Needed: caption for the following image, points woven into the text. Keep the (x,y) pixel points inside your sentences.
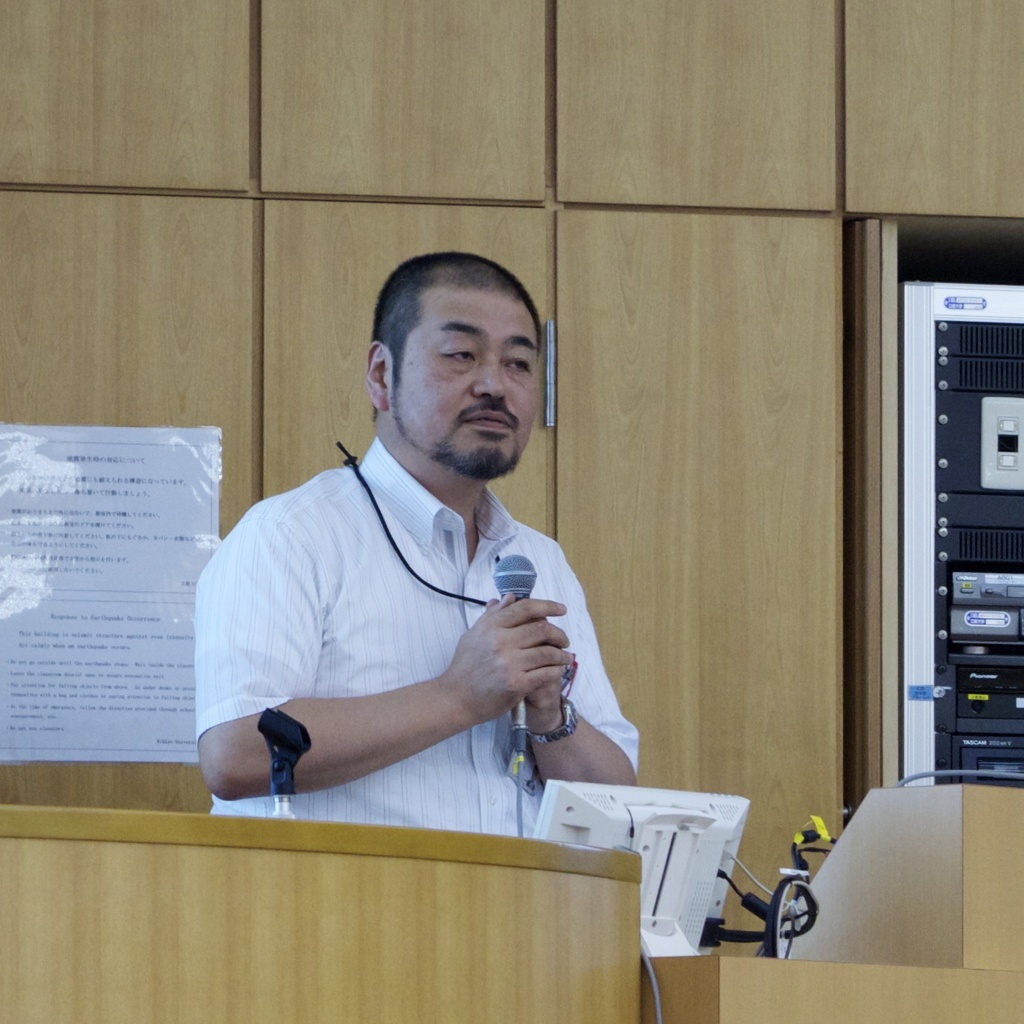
In this image we can see a person (374,538) holding a microphone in his hand (484,679) is standing in front of a podium (568,944). In the foreground (697,861) we can see a screen (563,827). In the background (974,365), we can see group of electrical devices (976,601) and a poster (88,645) with some text (93,617).
